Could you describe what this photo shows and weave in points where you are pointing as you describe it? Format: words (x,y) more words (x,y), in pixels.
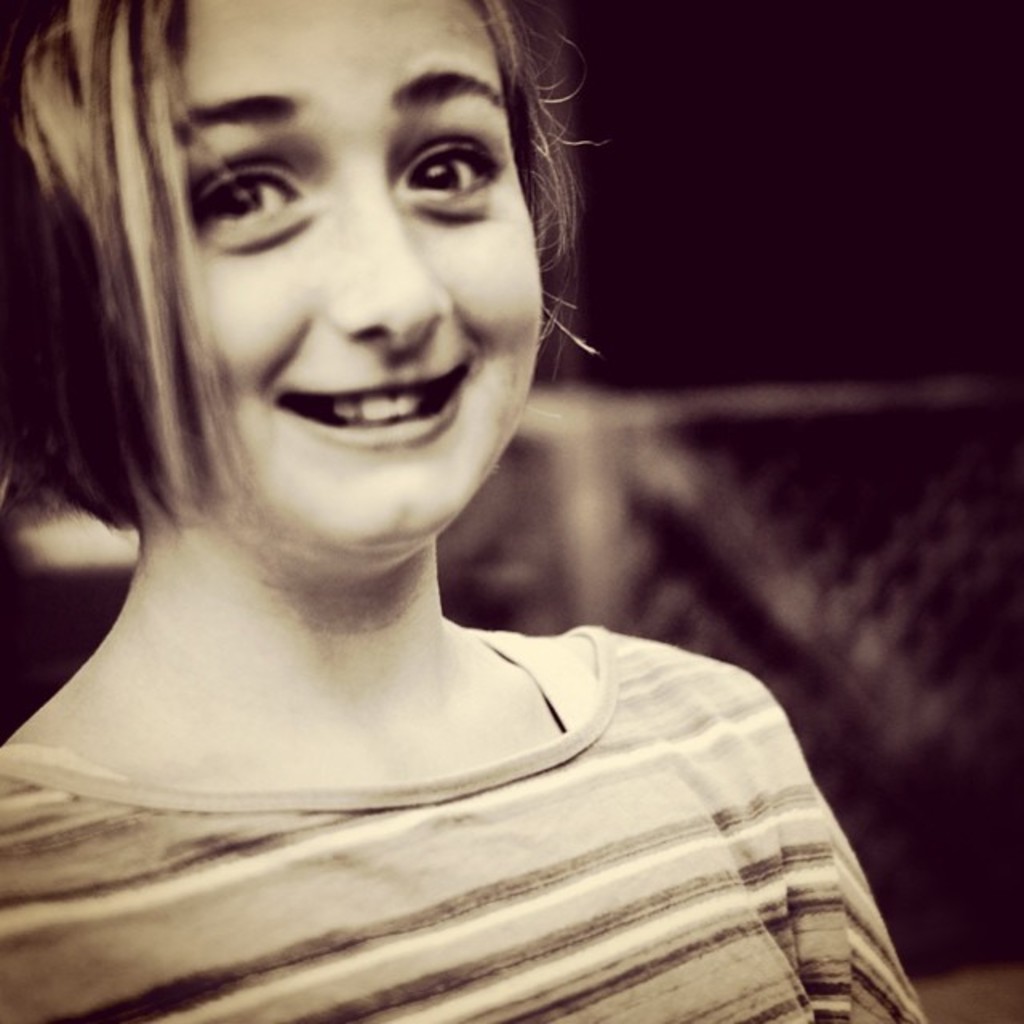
This is a black and white image. In this image we can see a girl (298,505). In the background (757,405) it is dark.
